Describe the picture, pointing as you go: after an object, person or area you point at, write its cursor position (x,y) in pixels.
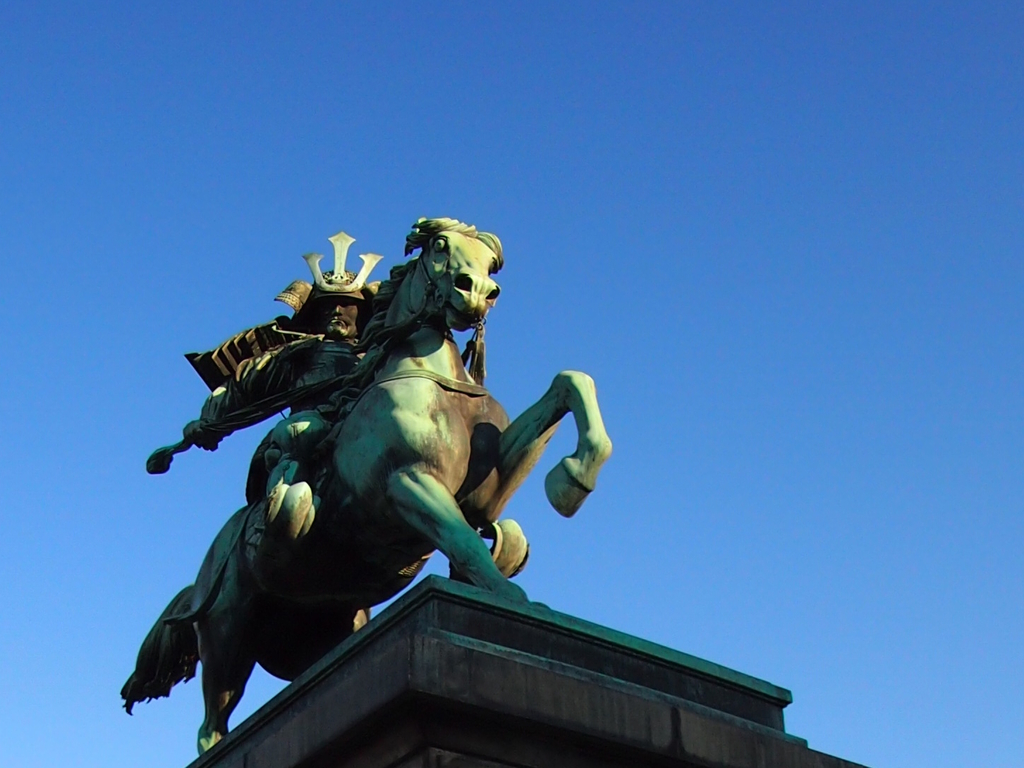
In this image we can see a sculpture (385,482) of a horse (396,318) and a man (318,401) sitting on the horse (408,371) and sky (493,362) in the background (652,308).
